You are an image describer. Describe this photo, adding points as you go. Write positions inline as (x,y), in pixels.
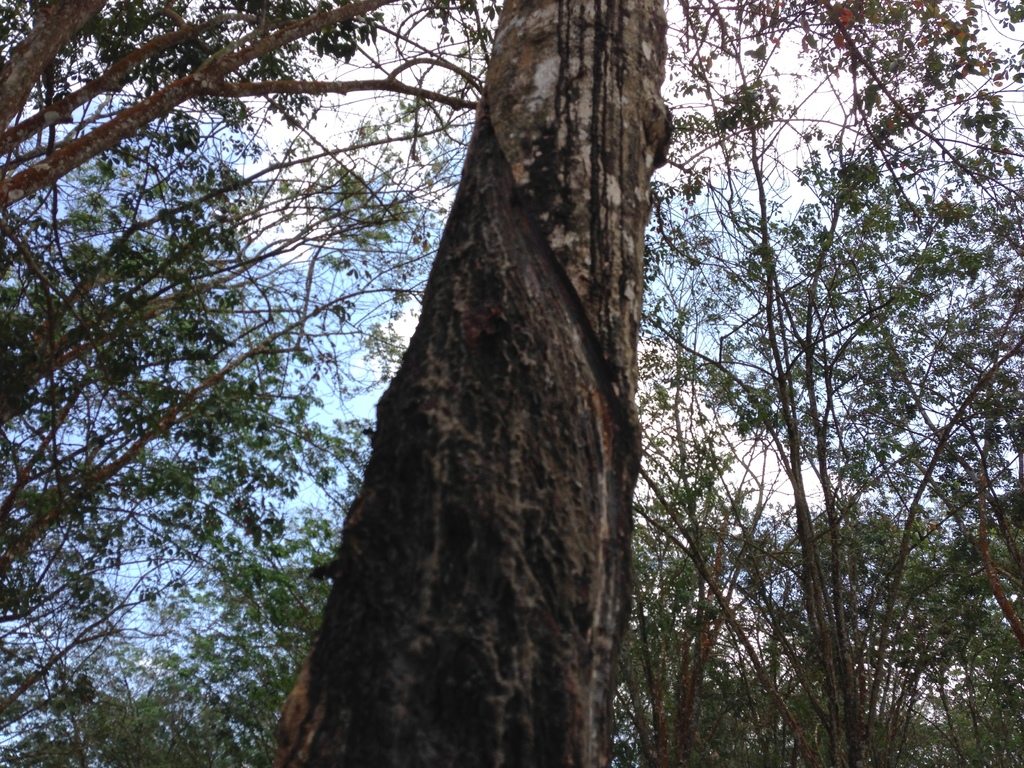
In this image there are some trees (562,356), and in the background (790,140) there is sky (677,19).
